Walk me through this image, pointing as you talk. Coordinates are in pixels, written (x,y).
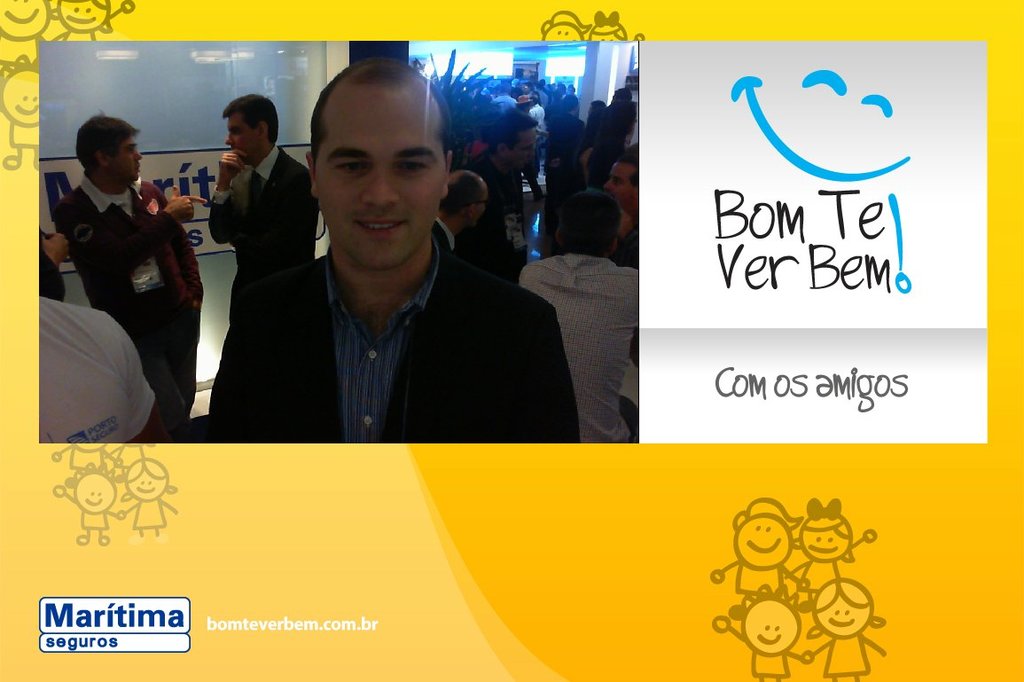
This is an edited picture. I can see a photo (572,334) of group of people (503,352) standing, there are words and symbols (879,113).
